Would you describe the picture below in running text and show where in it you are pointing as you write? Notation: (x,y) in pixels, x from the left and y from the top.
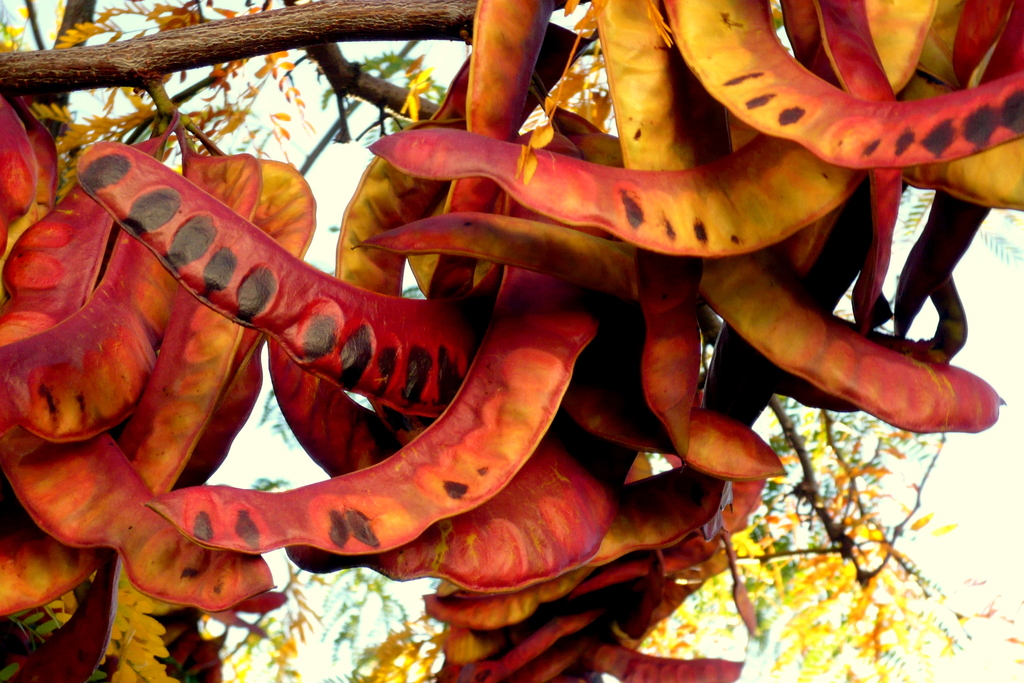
In this image there are beans (706,391) on the branch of a tree (880,627). At the top of the image (346,166) there is sky (329,159).
